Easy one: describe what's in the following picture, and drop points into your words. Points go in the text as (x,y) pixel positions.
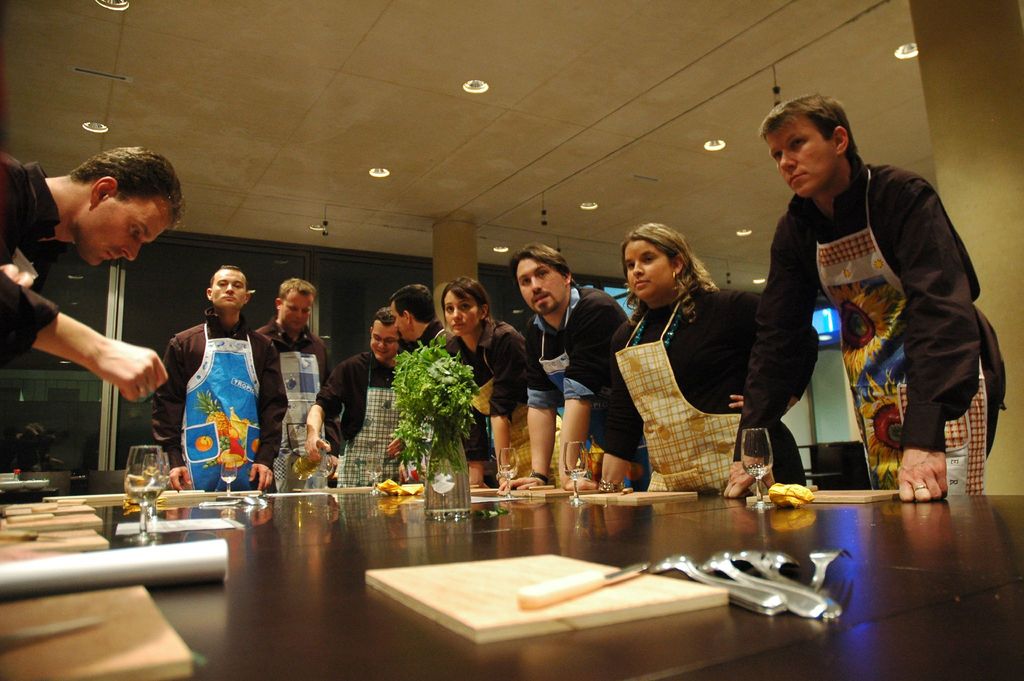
In this image we can see this people (833,304) are wearing apron (833,304) and standing near the tables (586,534). There are glasses (134,500), spoons (736,568), forks (784,586), flower vase (452,509) placed on the table (517,511). In the background (388,269) we can see glass windows (354,277) and ceiling (231,124) with lights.
